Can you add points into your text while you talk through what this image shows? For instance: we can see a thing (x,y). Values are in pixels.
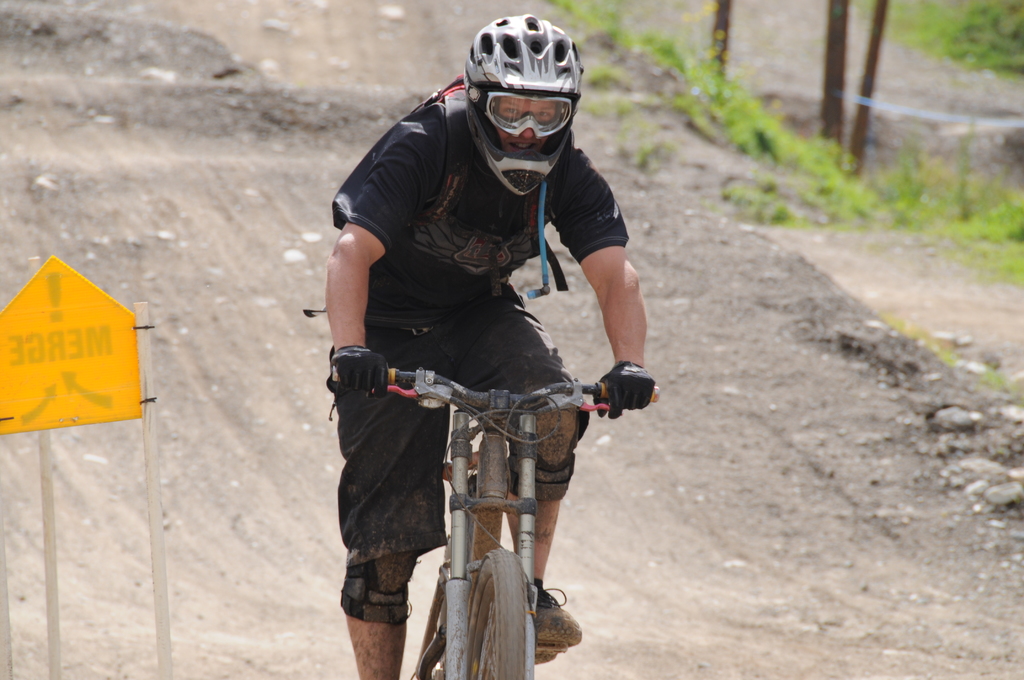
In the middle of this image (435,294), there is a person (407,187) in black color dress (432,269), cycling on the road (383,103). On the left side (96,375), there is a yellow color sign board (101,350) attached to the poles (9,657). In the background (838,122), there are three poles (727,3) and there's grass (935,173) on the ground (959,91).
